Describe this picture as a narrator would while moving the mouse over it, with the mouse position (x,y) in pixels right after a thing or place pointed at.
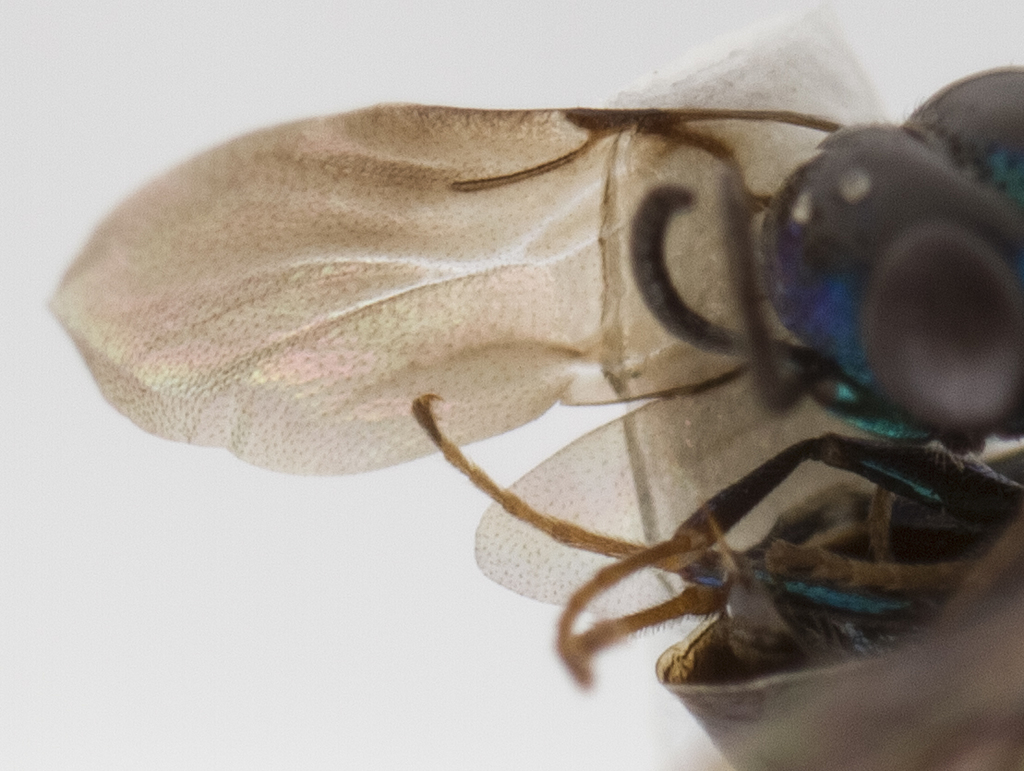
On the right side of the image (855,247) we can see an insect (318,134). In the background (468,57) the image is white in color.
